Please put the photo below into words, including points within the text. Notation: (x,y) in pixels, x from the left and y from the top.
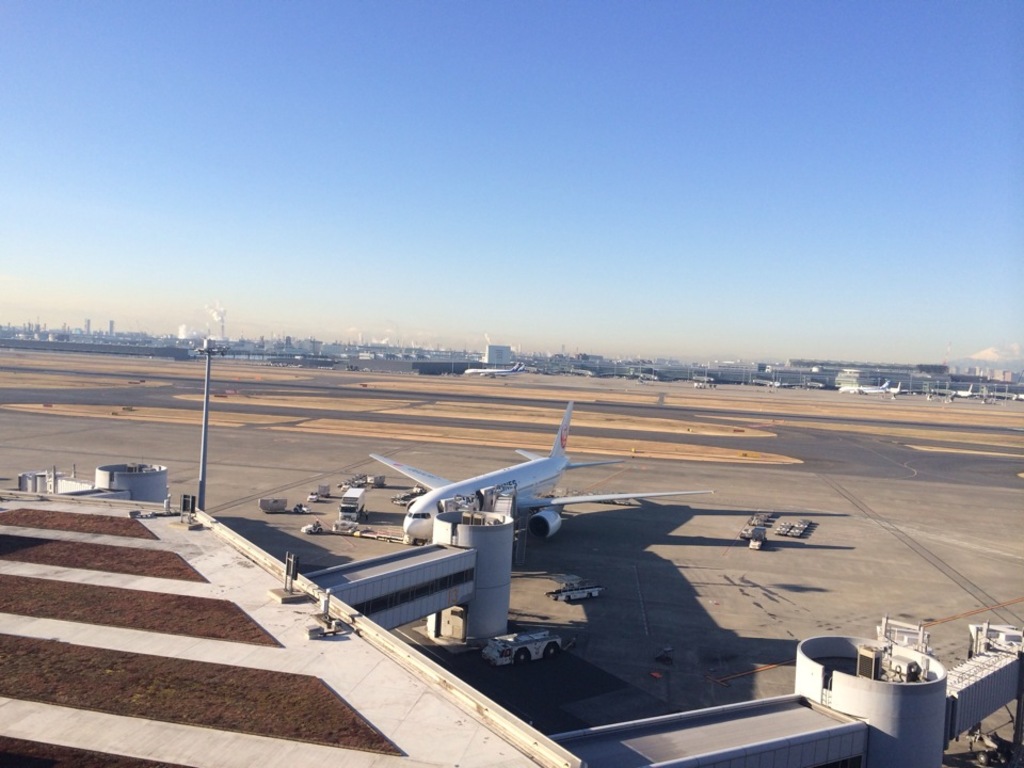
In this image, we can see an aeroplane (538,501), few vehicles (568,591), pillars (479,513), pole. Background (481,356) we can see few buildings (965,379) and vehicles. Top of the image (416,181), there is a clear sky (304,151).
